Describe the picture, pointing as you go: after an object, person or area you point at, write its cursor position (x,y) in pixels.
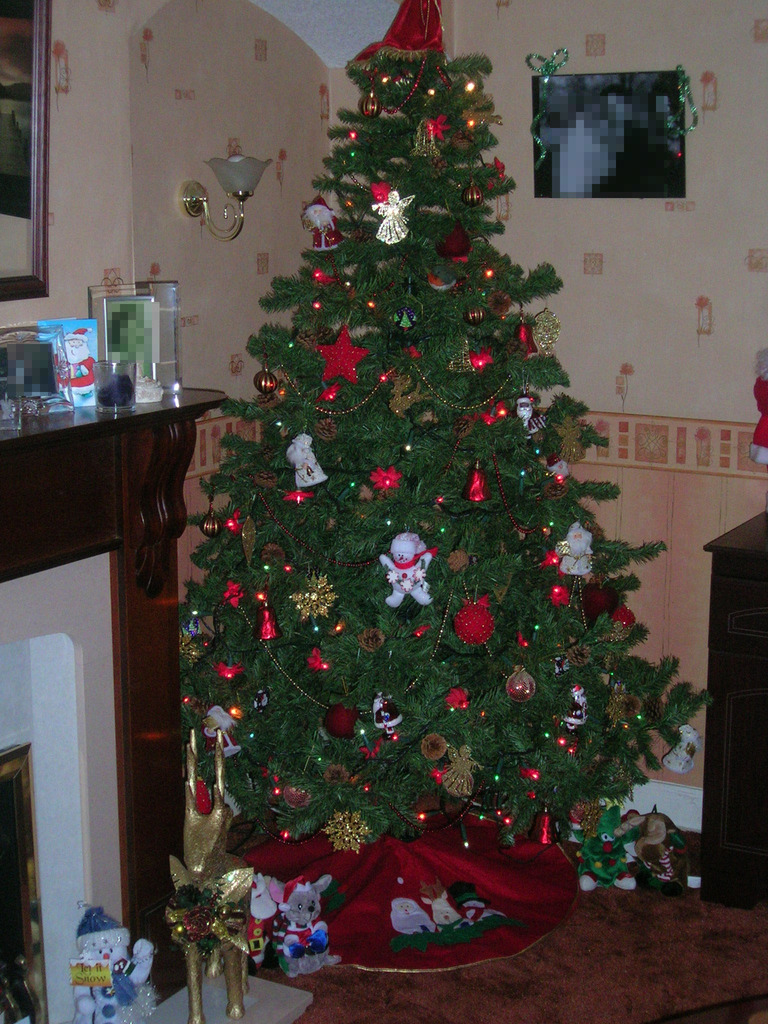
In this image we can see the decorated Christmas tree (333,679), some toys (311,912) on the floor (588,895), some objects (33,385) on the table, one frame (662,107) with the decoration (567,62) attached to the wall (288,184), one mirror (10,150) attached to the wall (159,174) on the top left side of the image (22,159), one light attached to the wall (183,159), one object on the bottom left side of the image (30,805) and one red object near the table (745,872) on the right side of the image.
